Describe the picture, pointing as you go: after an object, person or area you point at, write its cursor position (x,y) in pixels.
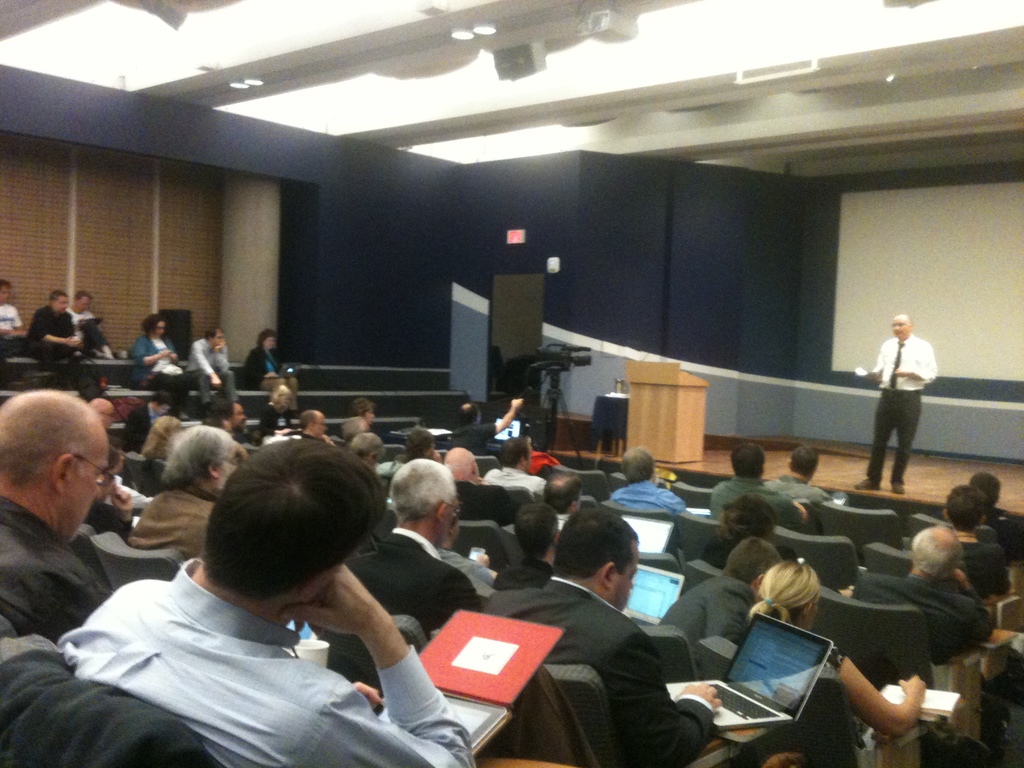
At the bottom of the image (610,745) there are people (668,749) sitting on chairs (693,545) using laptops (762,663). At the top of the image (939,67) there is ceiling (545,125) with lights (659,63). To the right side of the image (917,344) there is a person (893,327) standing on the stage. There is a podium (663,394). To the left side of the image (77,266) there is a wall (77,266). There are people (160,337) sitting on staircase (61,389). There is a projector screen (842,221).
